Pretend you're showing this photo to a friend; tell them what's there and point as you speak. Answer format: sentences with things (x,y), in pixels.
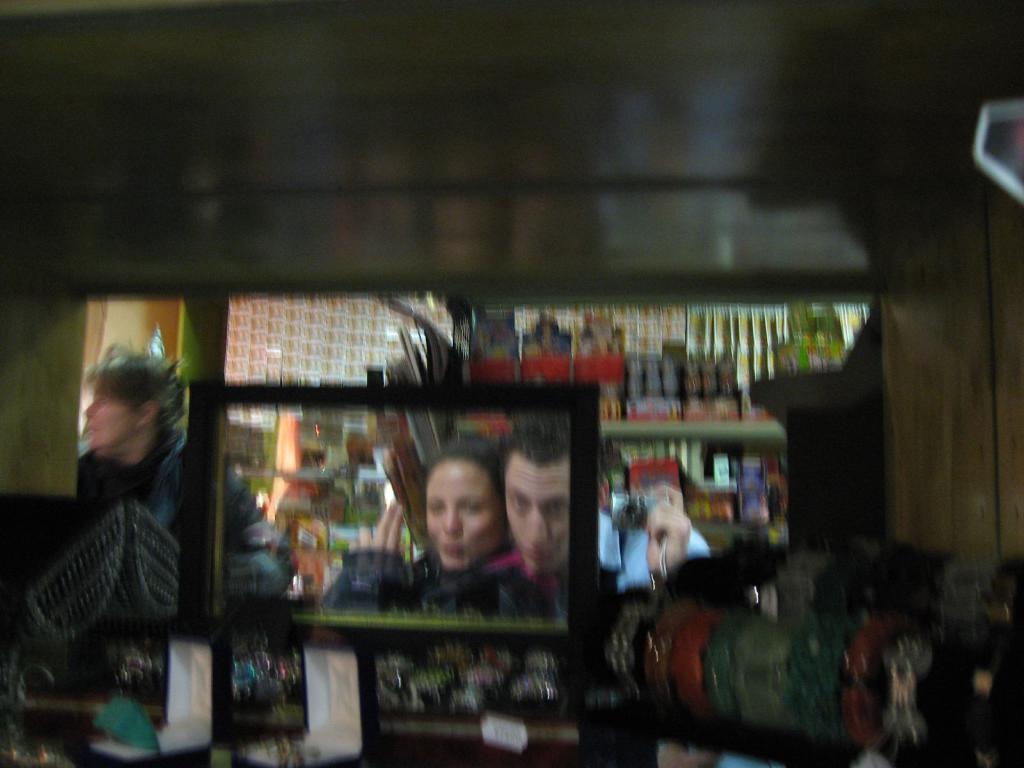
It is blur image, in front of the store (438,350) there is a mirror (356,576) and in the mirror (537,539) there is a man (549,529) and a woman (471,544) are taking a photo.
